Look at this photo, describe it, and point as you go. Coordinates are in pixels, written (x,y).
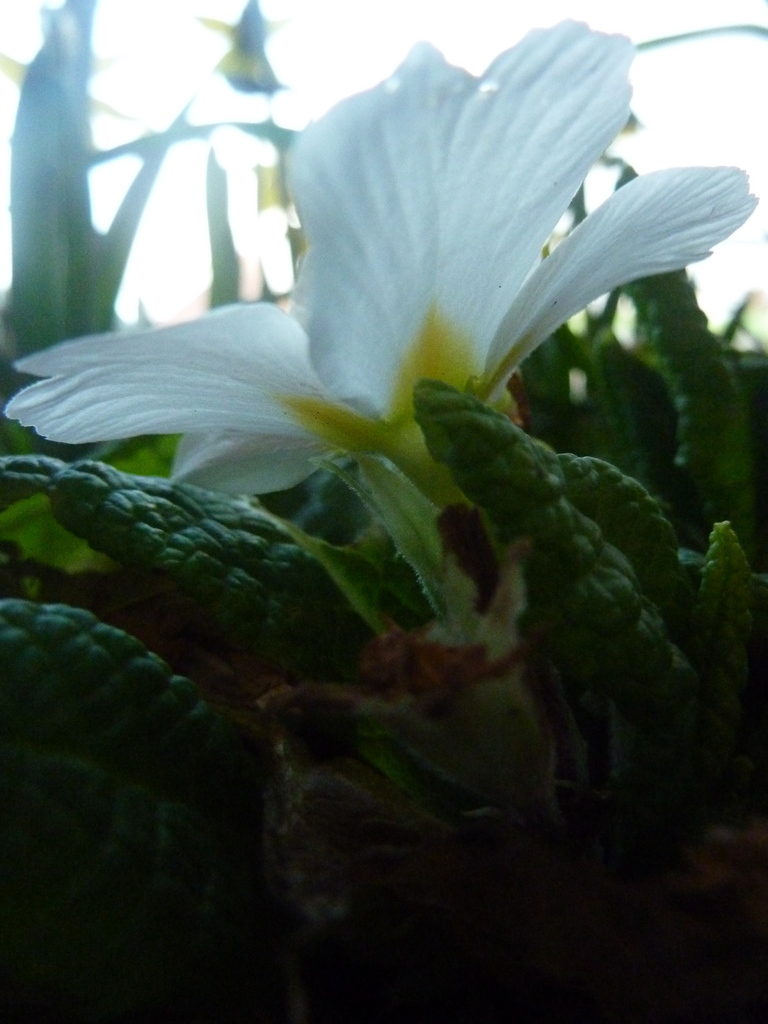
This picture contains flower (307,428) which is white in color. Beside that, we see the plants (248,568). At the top of the picture (166,63), we see the sky (102,209) and at the bottom of the picture (258,878), it is black in color.
